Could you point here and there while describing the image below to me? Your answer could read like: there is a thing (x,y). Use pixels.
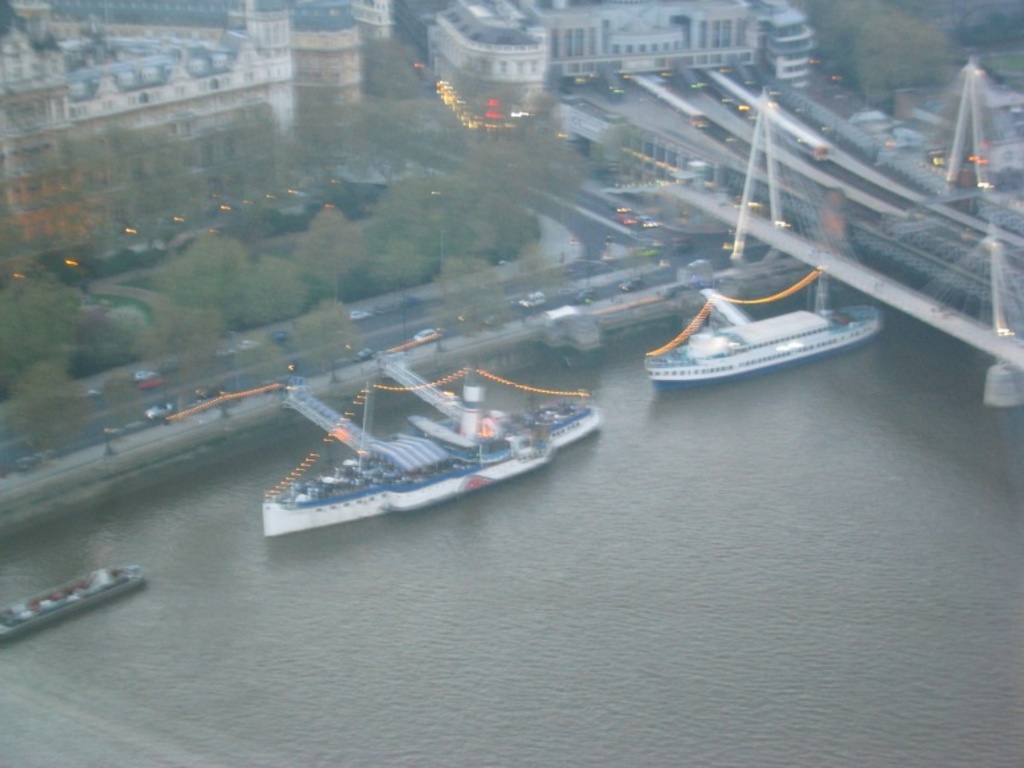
This is an aerial view of image which is slightly blurred, where I can see ships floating on the water (223,575), I can see vehicles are moving on road (605,235), I can see bridges (839,247), trees (71,159) and buildings (730,10).
